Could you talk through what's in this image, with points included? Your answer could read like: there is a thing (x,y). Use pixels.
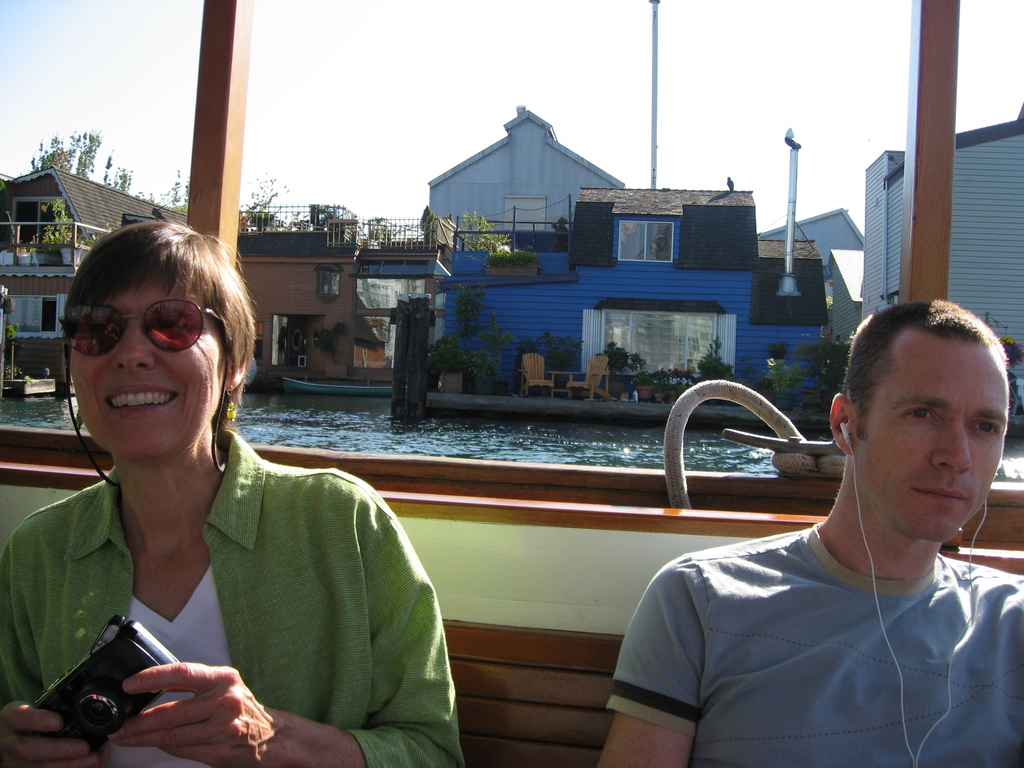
On the left hand side (199,541), there is a woman (255,541) sitting, laughing and holding a camera (98,708). On the right hand side (979,502), there is a man (958,521) sitting and wearing a headset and listening to audio. In the background (353,428), there is a water (364,434), building (450,322), window (669,340) which made up with glass (652,240), sky (500,23), pole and roof (639,212).
